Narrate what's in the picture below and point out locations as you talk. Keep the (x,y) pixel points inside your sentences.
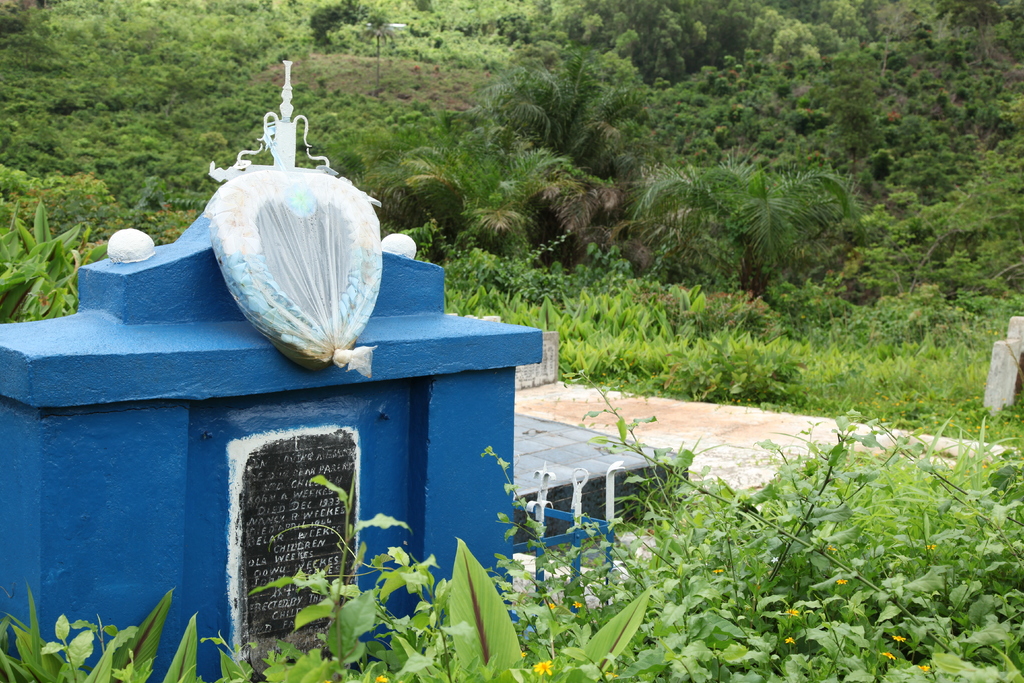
As we can see in the image there are lot of greenery (349,173) like plants (641,134) and trees (630,152). In between there is a grave (407,360) which is in blue colour and there is a tile (295,482) over here which is in black colour and there are lot of plants (689,599) on the grave (275,636).
